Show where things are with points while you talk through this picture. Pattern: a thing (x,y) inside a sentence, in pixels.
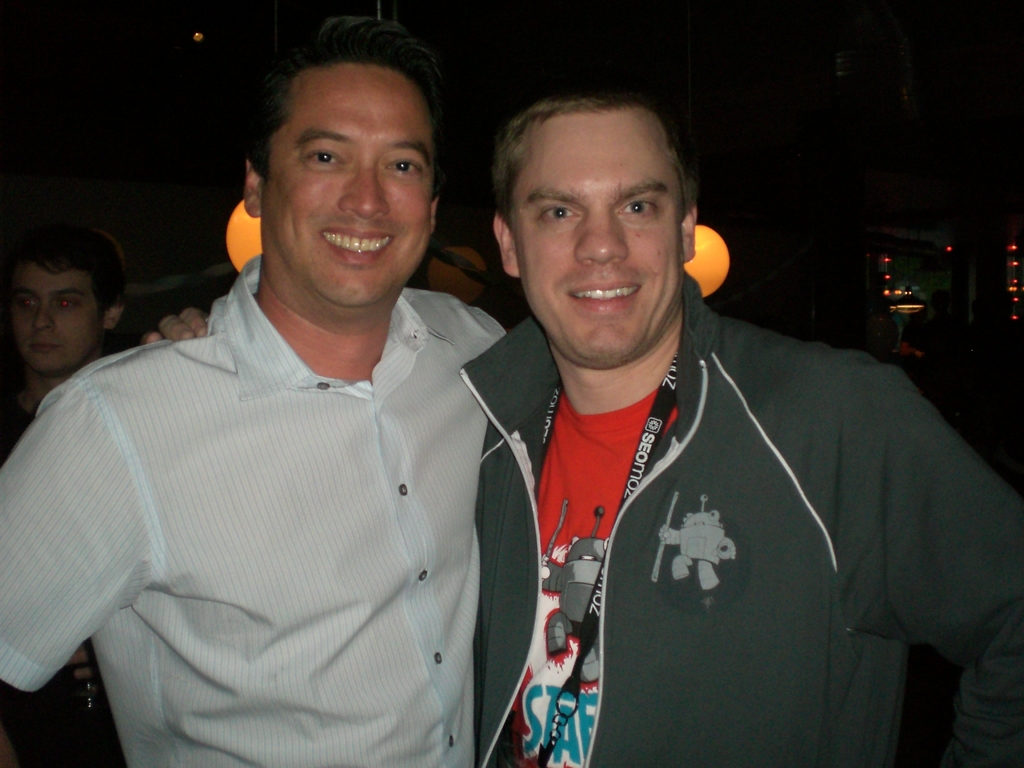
In this image we can see two persons (451,479). One person (504,480) is wearing a tag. In the background (58,341) there is another person (84,297). Also we can see lights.
